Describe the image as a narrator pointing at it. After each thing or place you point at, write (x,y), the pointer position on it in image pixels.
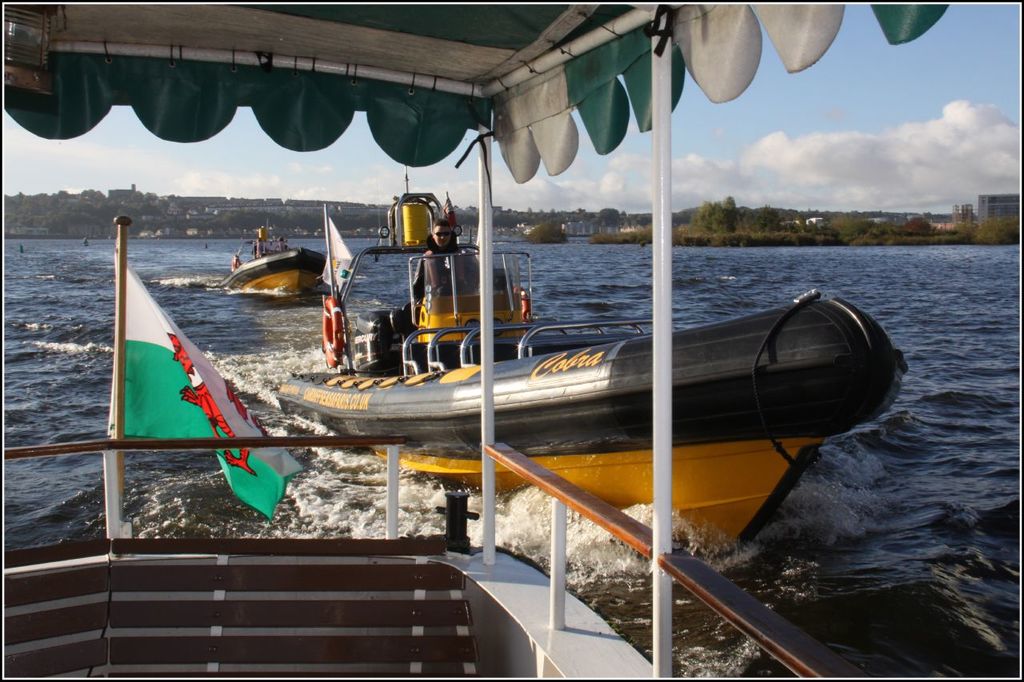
In the image in the center (386,355) we can see three boats (415,411). On boats (420,337), we can see flags (206,385), life saver (338,358) and one person (447,237) standing. In the background (776,170) we can see sky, clouds (931,179), building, wall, trees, hill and water (208,350).
